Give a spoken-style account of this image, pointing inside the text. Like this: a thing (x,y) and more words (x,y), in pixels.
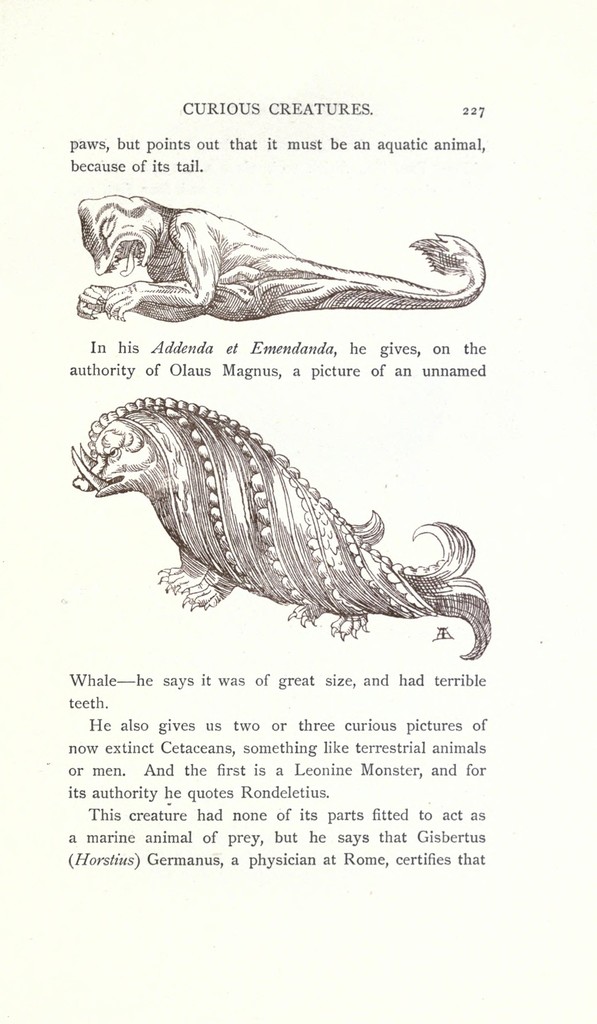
In the picture I can see sketch (222,493) of some animals (264,586) and something written on the image.
